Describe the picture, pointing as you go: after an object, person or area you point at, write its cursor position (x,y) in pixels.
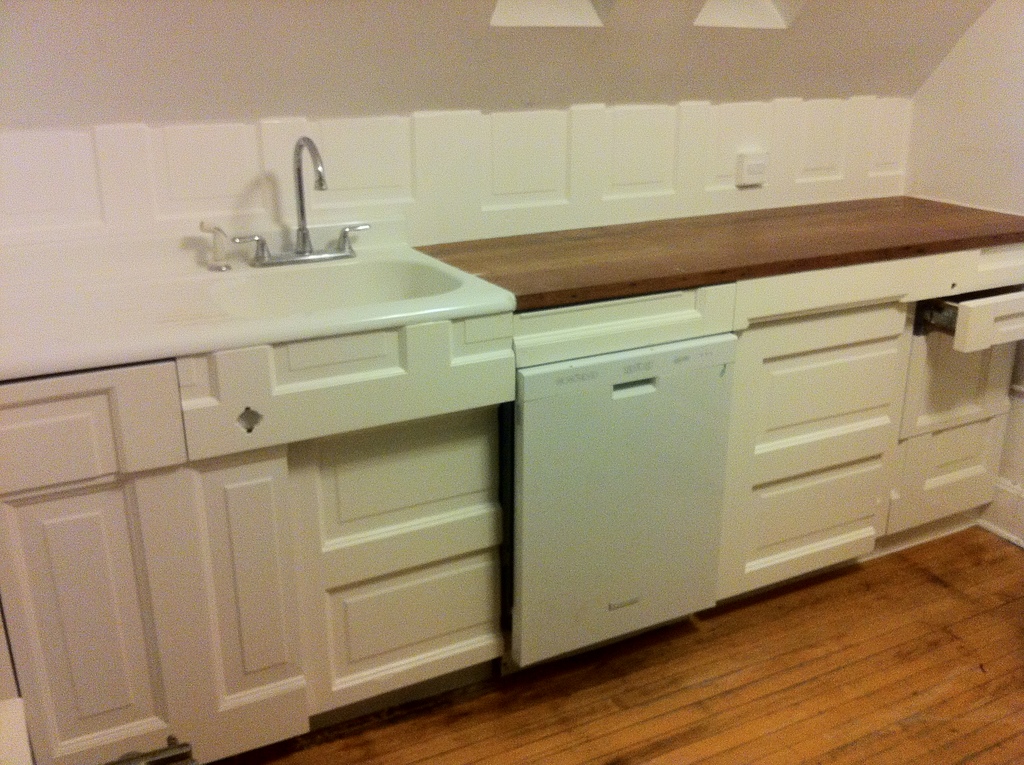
here we can see that cabinets (225,361) on the floor (523,726), and here is the dishwasher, and at back (175,83) here is the wall (291,53).
